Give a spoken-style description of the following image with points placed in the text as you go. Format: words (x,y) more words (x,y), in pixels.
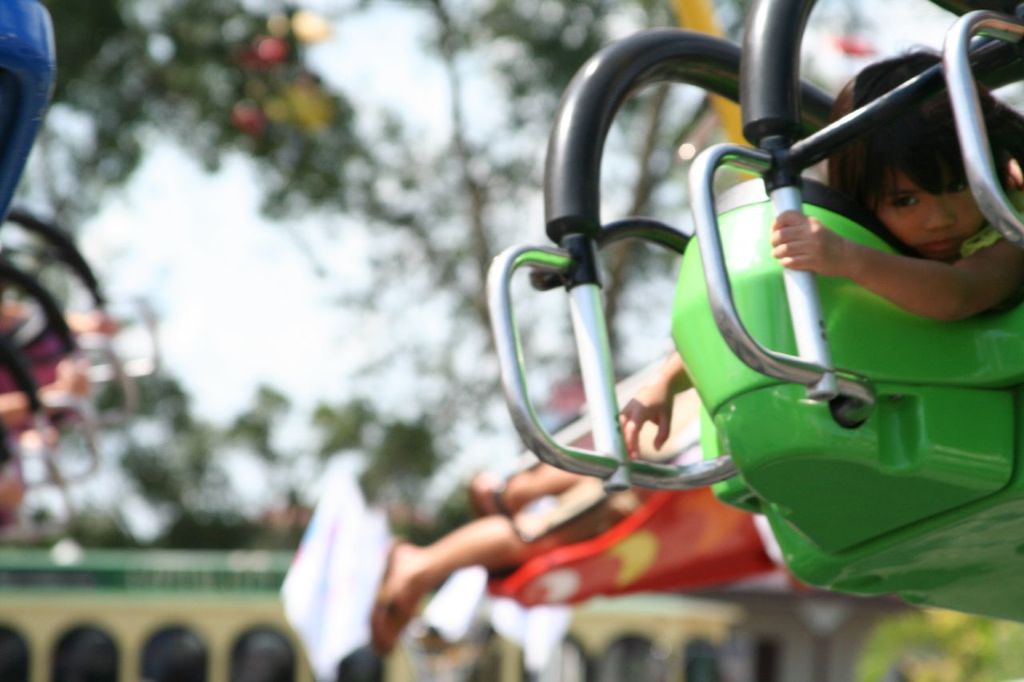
In the foreground of this image (878,408), it seems like kids amusement ride (808,342) and the background (365,216) image is blur.
